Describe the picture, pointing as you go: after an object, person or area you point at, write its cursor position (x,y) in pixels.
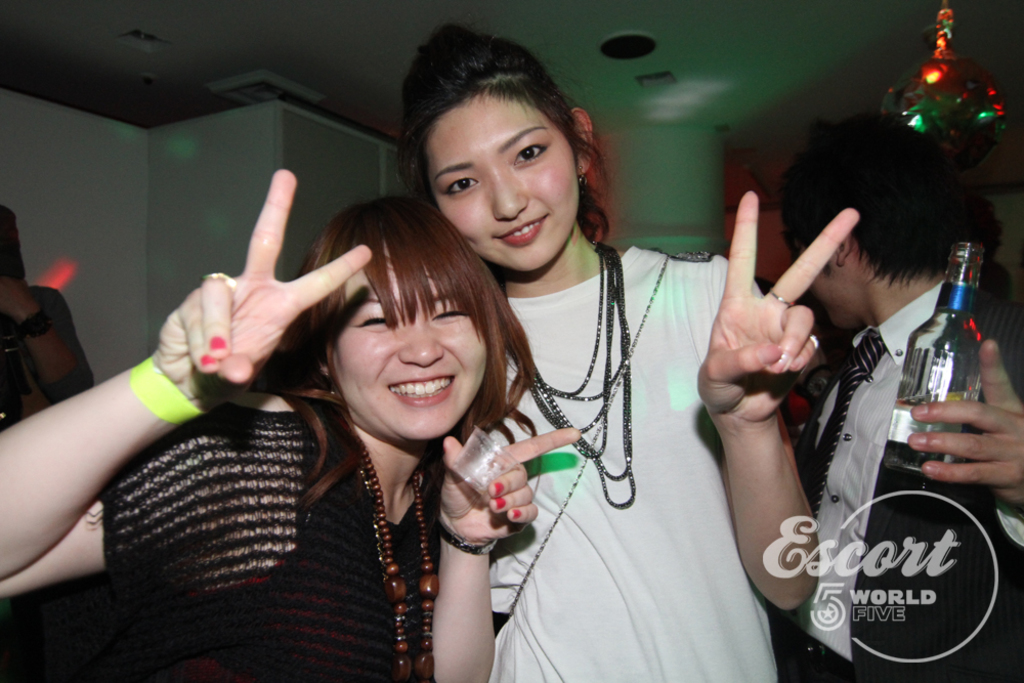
This image consists of two girls (290,454) standing in the front (345,483). On the right (683,566), the girl (624,519) is wearing a white T-shirt (615,571). On the left (251,578), the girl (312,560) is wearing a black top (294,548). On the right (917,466), there is a man (934,438) holding a bottle (944,327). In the background (115,87), we can see a roof (789,23).
